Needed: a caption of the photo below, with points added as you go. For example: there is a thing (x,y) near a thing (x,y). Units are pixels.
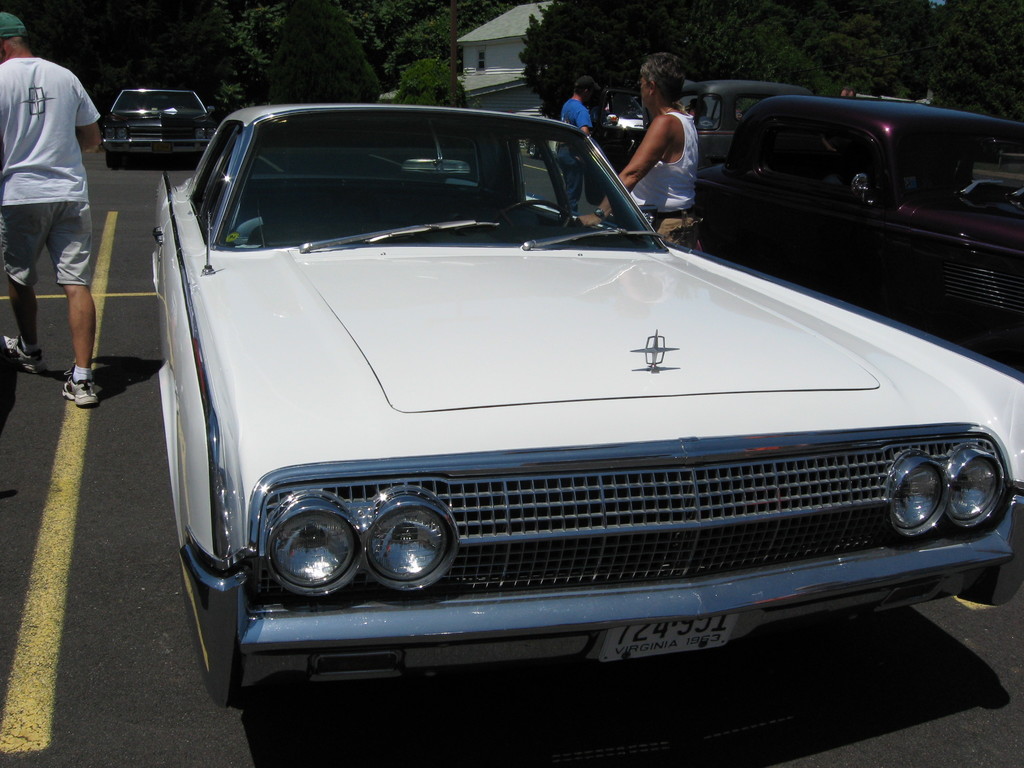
In this image there are some cars (406,255) and some persons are standing and one person (73,218) is walking. On the left side (105,593) at the bottom (352,690) there is road (852,673), and in the background (770,25) there are some trees (542,60) and house (502,51).
